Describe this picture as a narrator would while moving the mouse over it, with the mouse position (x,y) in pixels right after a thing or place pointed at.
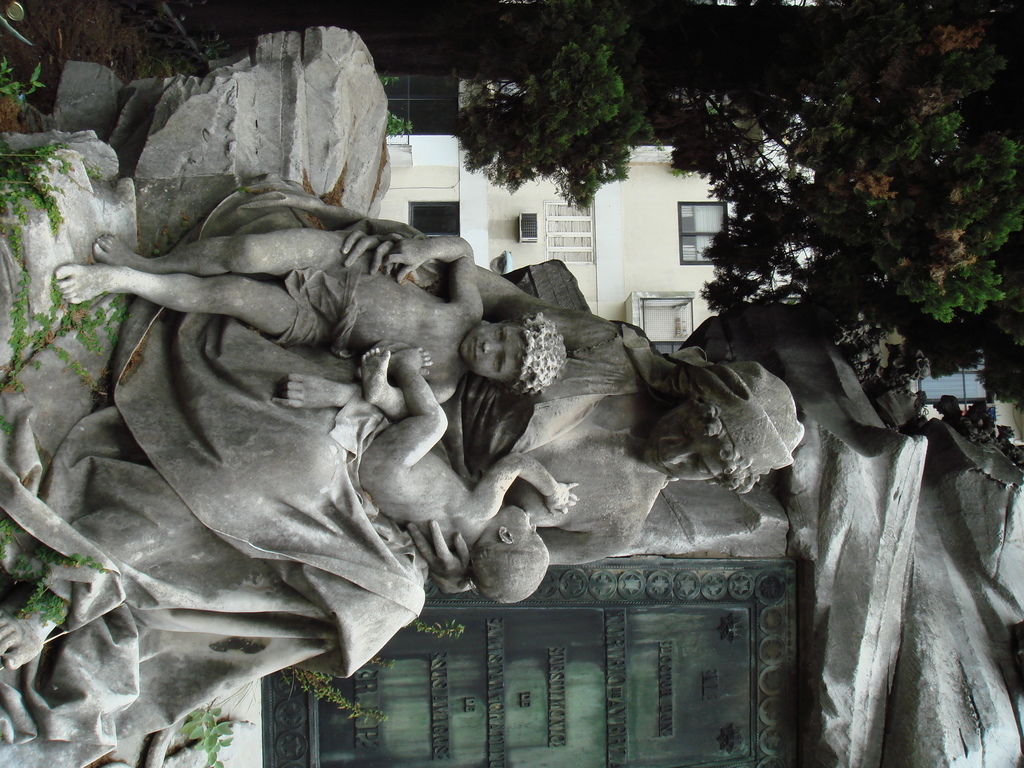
In this image there is a statue (493,450) of a woman (129,347) having two kids (411,479) on her lap (372,514). Top of image (971,252) there are few trees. Behind it there is a building (684,272) having windows (588,231).
